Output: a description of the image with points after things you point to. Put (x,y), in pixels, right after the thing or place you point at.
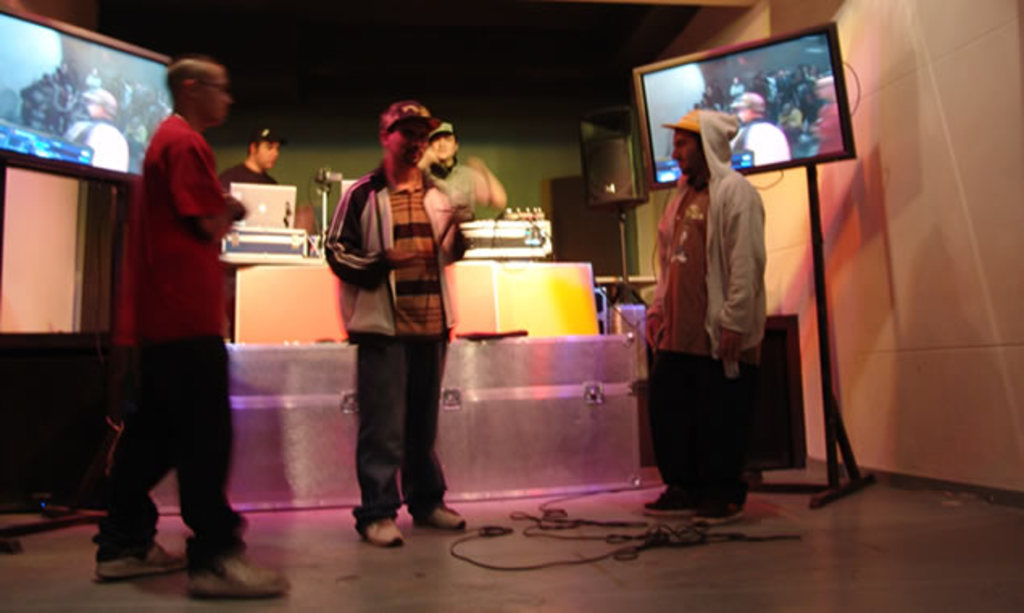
In this image we can see a few people (419,237), there are two screens (735,108), also we can see the speakers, cables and a table (304,394), on the table (257,279), there is a laptop (261,208) and some other objects (278,232), in the background (508,118), we can see the wall (419,97).
